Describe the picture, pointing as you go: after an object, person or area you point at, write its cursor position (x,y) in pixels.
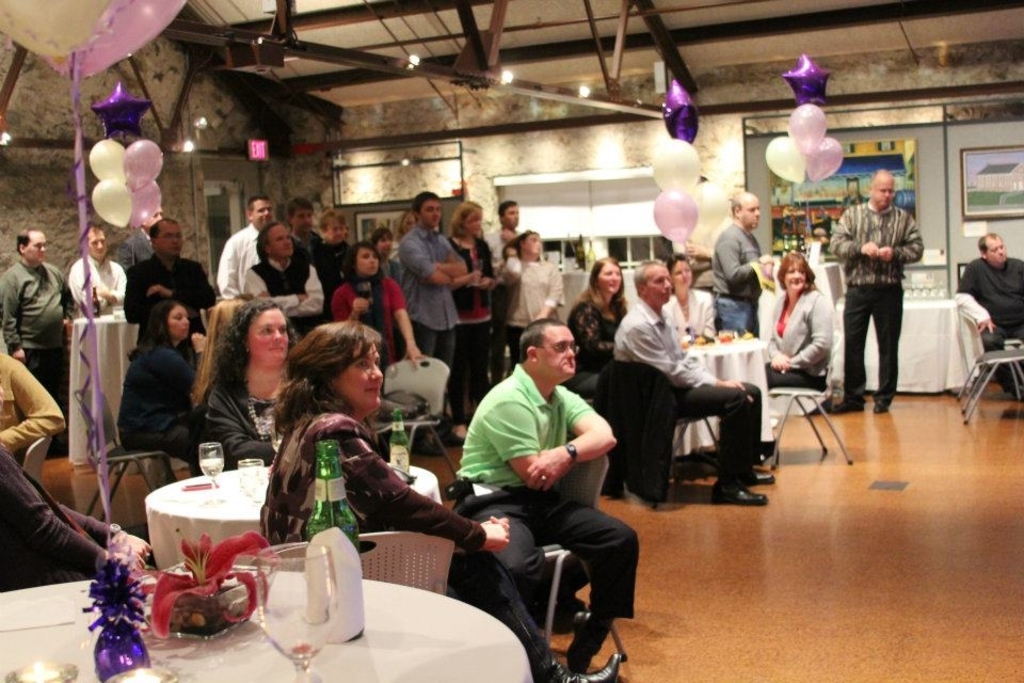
This picture might be taken inside the room (496,220). In this image, on the left side (333,499) and on the middle (347,446), we can see group of people (605,321) sitting on the chair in front of the table (258,674), on that table (258,676) there are some flower pot (239,604), flowers (162,624) and a glass (275,613) and a bottle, we can also see group of people (317,253) are standing on the floor (448,463). On the right side (1014,315), we can see a man (1020,298) sitting on the chair (994,364), we can also see two men (850,253) are standing on the floor (863,415). In the background (978,149), there are some photo frames (962,157) on the wall (923,160). On top (680,121) there are some balloons (123,121) and a roof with few lights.
